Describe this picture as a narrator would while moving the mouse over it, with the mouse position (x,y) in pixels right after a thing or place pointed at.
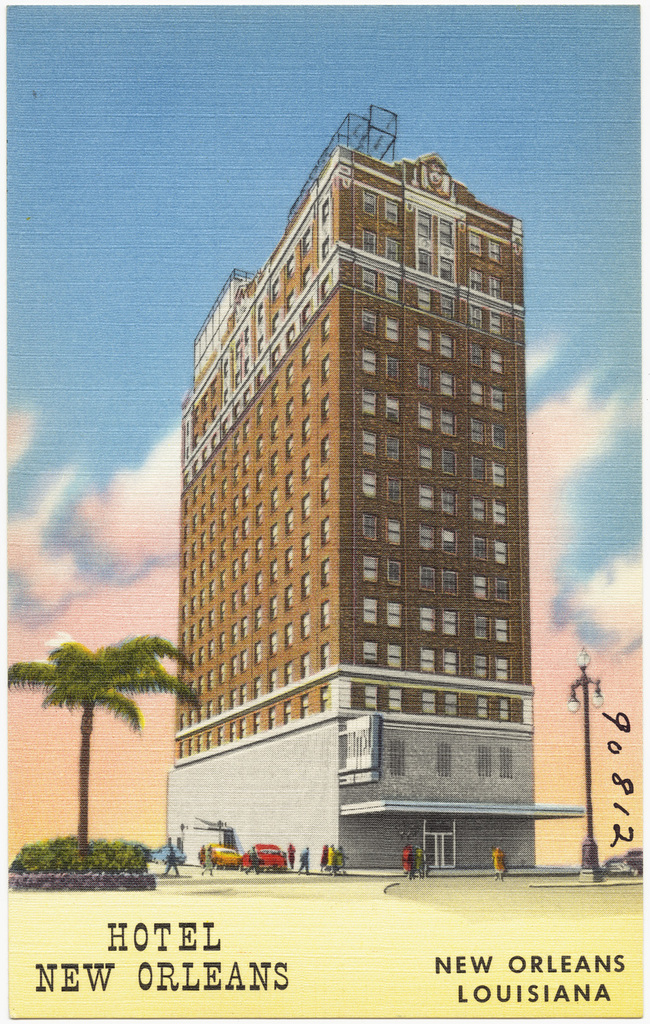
It is a graphical image, in the image we can see some buildings (219,812), vehicles (638,874), trees (84,827), plants (33,867), poles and we can see some people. Behind the building (266,648) there are some clouds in the sky (81,282). At the bottom of the image (565,974) we can see some alphabets (588,996) and numbers (625,833).
